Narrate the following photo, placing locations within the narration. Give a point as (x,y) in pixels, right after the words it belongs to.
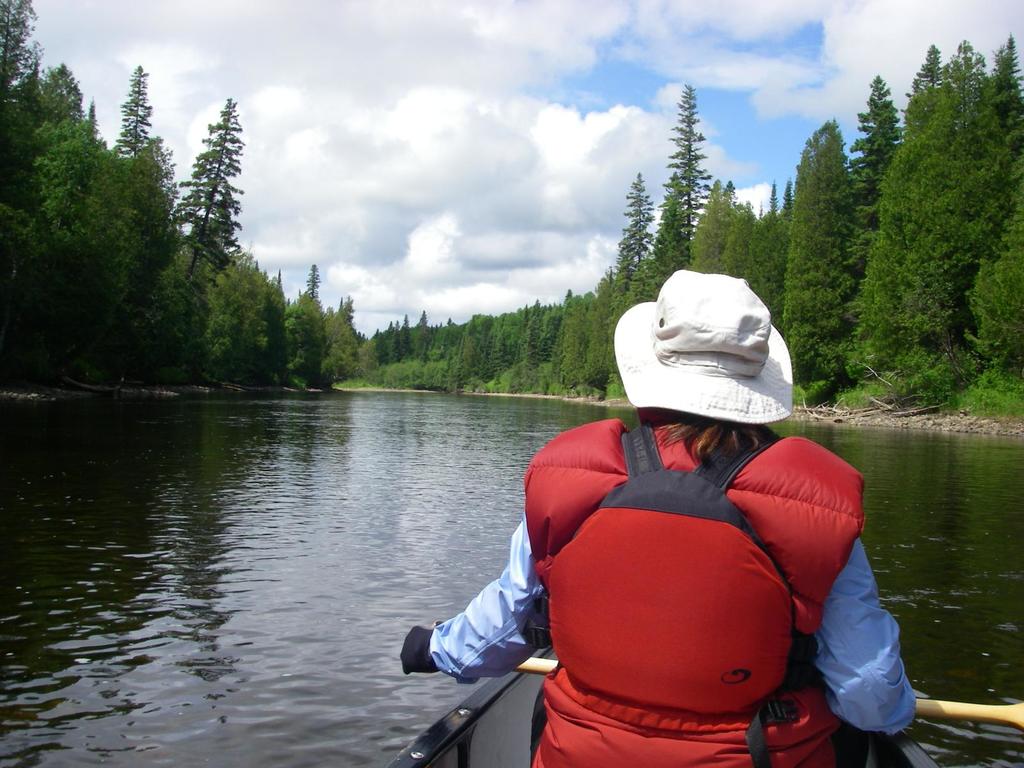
In the foreground of this image (714,674), there is a person (711,615) wearing life jacket (711,580) and a hat (701,407) is sitting on a boat (480,731) holding a paddle (942,702). In the background (440,442), there is water (415,429), trees (323,333), sky (561,82) and the cloud (505,81).
